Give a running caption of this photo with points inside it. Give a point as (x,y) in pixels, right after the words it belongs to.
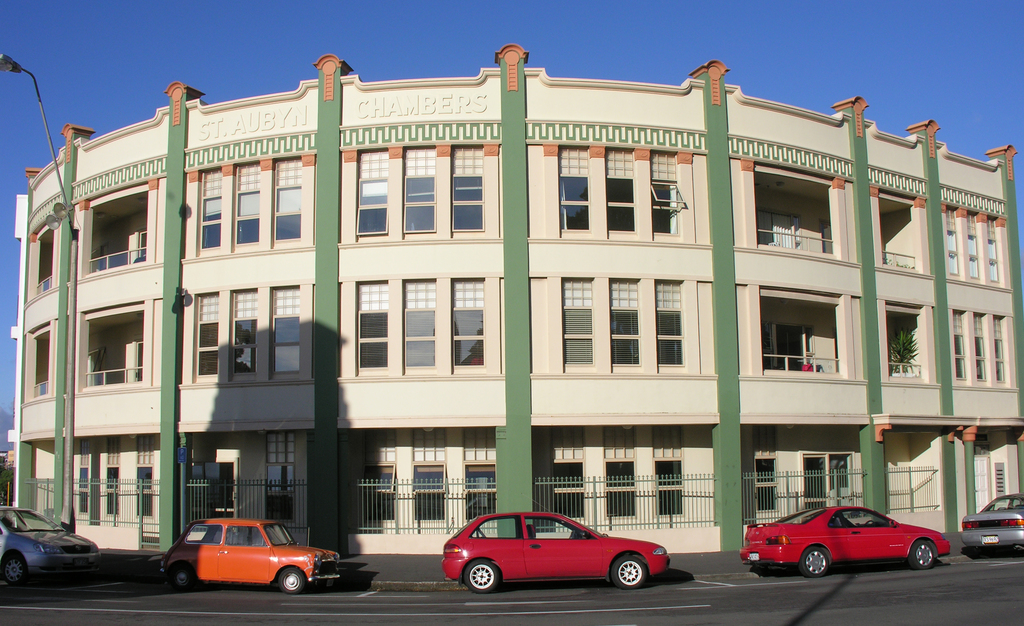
This image is taken outdoors. At the bottom of the image (242,613) there is a road (783,605). At the top of the image (298,63) there is a sky (8,333). In the middle of the image (545,364) there is a building (343,333) with walls (753,392), windows (409,195), railings (928,478), balconies (827,376) and doors (232,497) and a few cars (273,545) are parked on the road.
